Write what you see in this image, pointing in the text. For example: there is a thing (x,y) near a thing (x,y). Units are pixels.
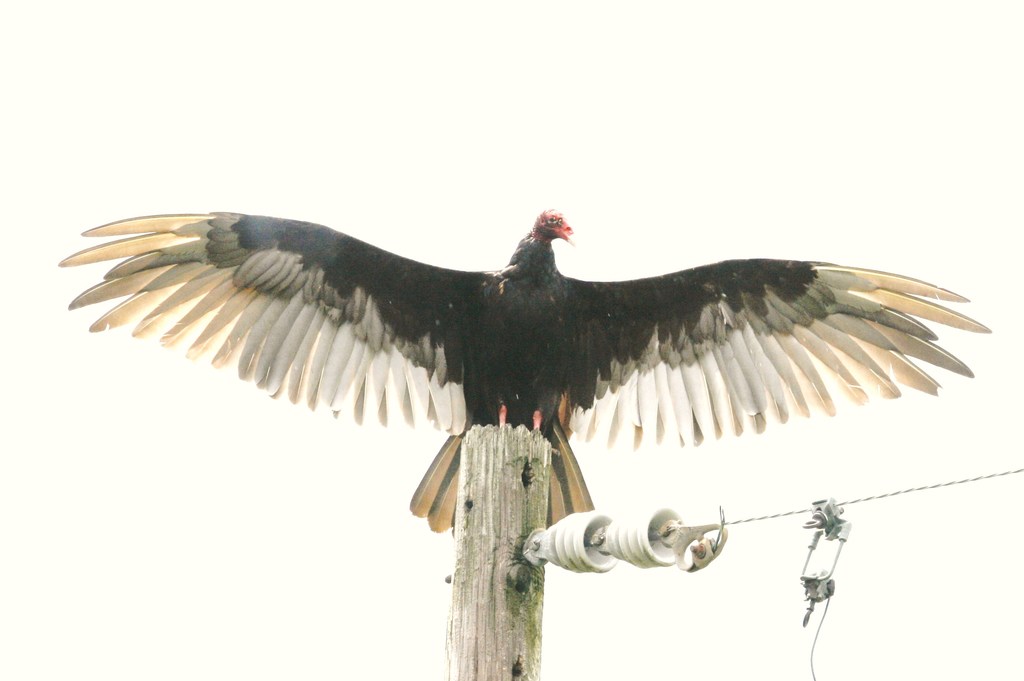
In the picture there is a bird (517,411) standing on a wooden pole (488,517), there is a wire (837,502) attached to the pole (484,536).
